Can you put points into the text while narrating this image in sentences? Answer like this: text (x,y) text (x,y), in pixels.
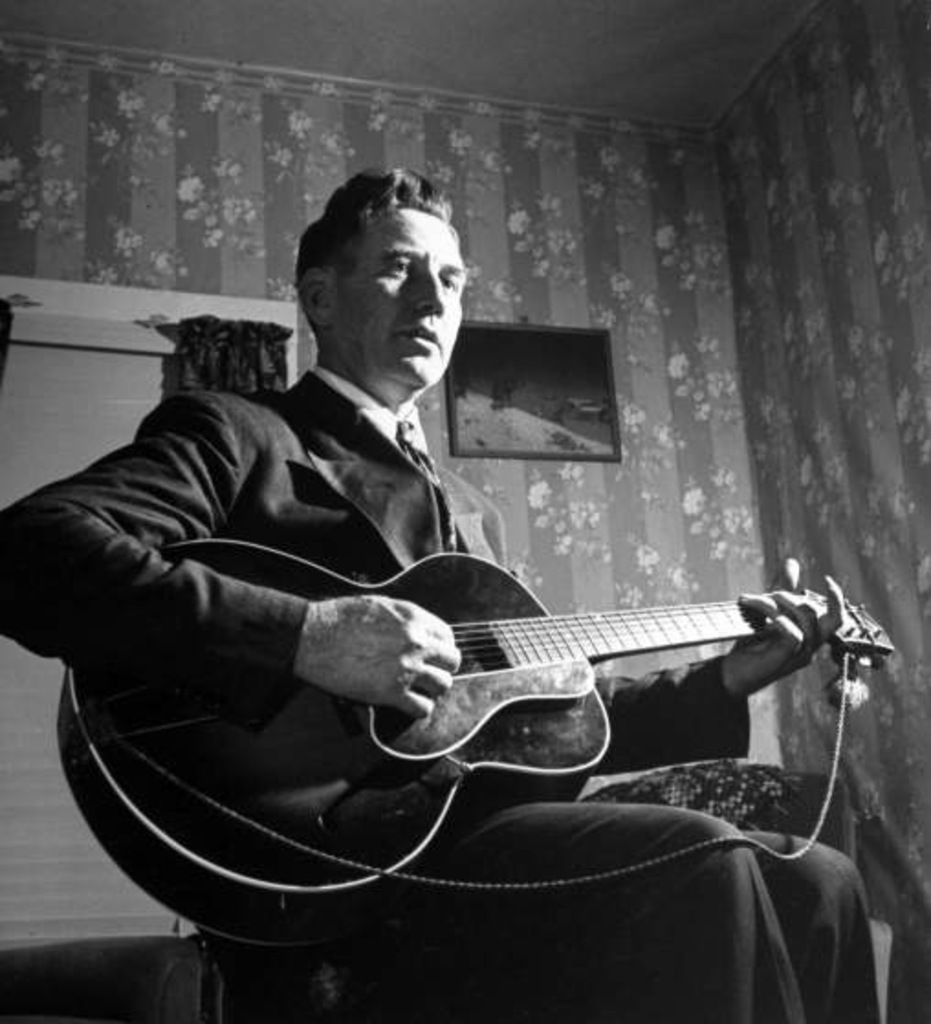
There is a man (395,608) sitting and playing a guitar (360,877) behind him there is a wall (599,534) and a photo frame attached on it.
